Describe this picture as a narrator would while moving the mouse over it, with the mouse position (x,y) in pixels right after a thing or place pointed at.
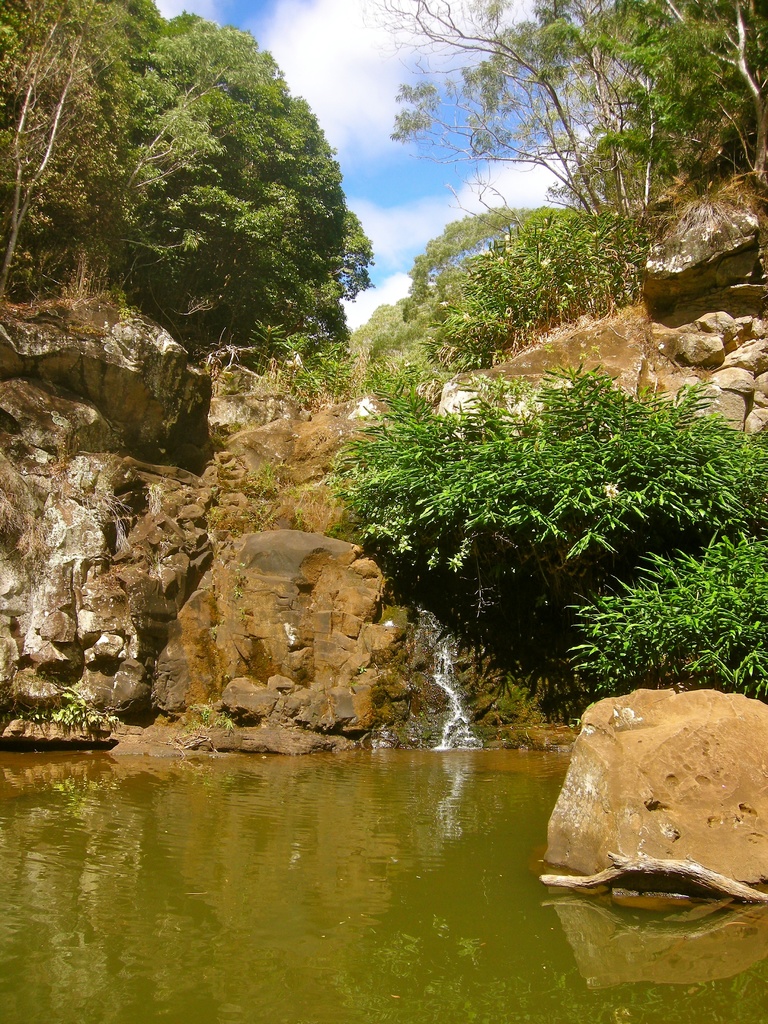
In this image we can see trees (214,272), plants (109,274), water (130,829), stones (713,834), sky (391,183) and clouds (318,95).
